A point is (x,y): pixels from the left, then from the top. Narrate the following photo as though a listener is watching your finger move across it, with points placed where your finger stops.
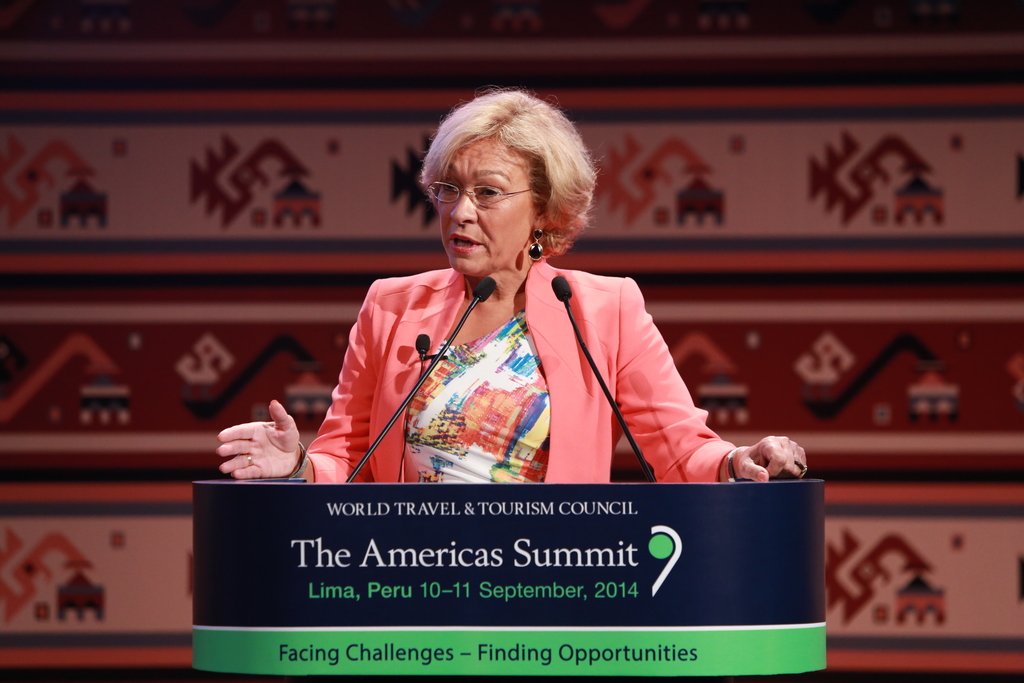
In this picture we can see a woman (502,196) wore spectacle (440,183) and standing at a podium (573,485) and speaking on mics (490,281).
